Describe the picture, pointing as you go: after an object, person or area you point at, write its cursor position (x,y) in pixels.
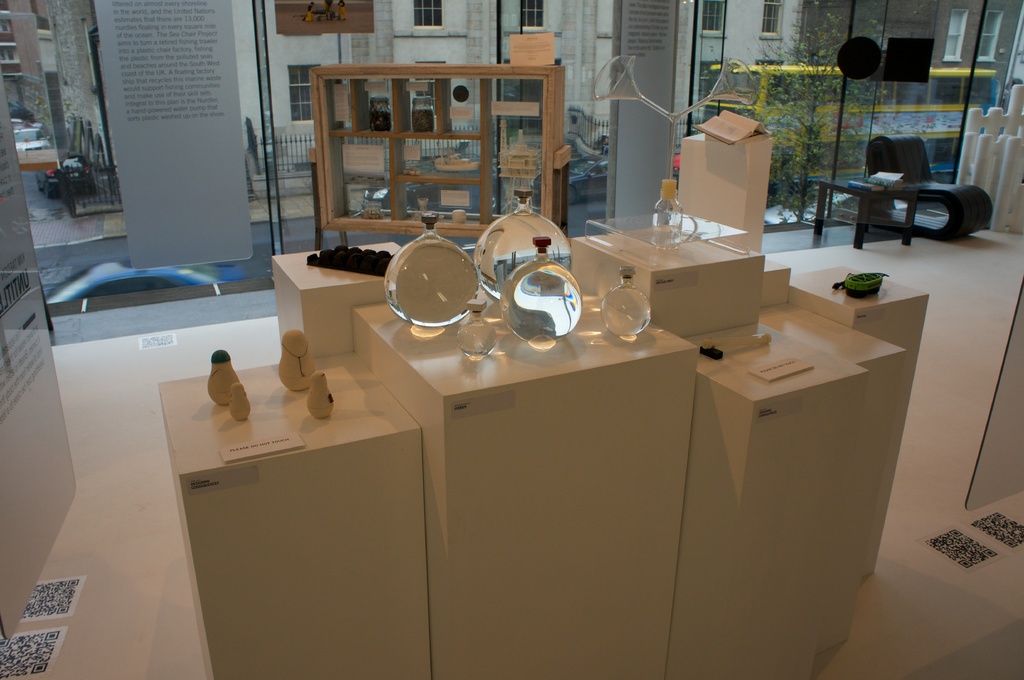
In this image, I can see the glass jars (448,325) and few other objects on the tables (625,396). On the left side of the image (23,480), I can see a board (30,407). On the right side of the image (879,195), there is a table (895,195) with books (887,185) and a chair (946,209). I can see buildings (290,84), a tree (804,133) and vehicles (210,277) on the road (271,223) through the glass windows (544,26). I can see few other things (386,114), which are kept in a cupboard (552,77).
